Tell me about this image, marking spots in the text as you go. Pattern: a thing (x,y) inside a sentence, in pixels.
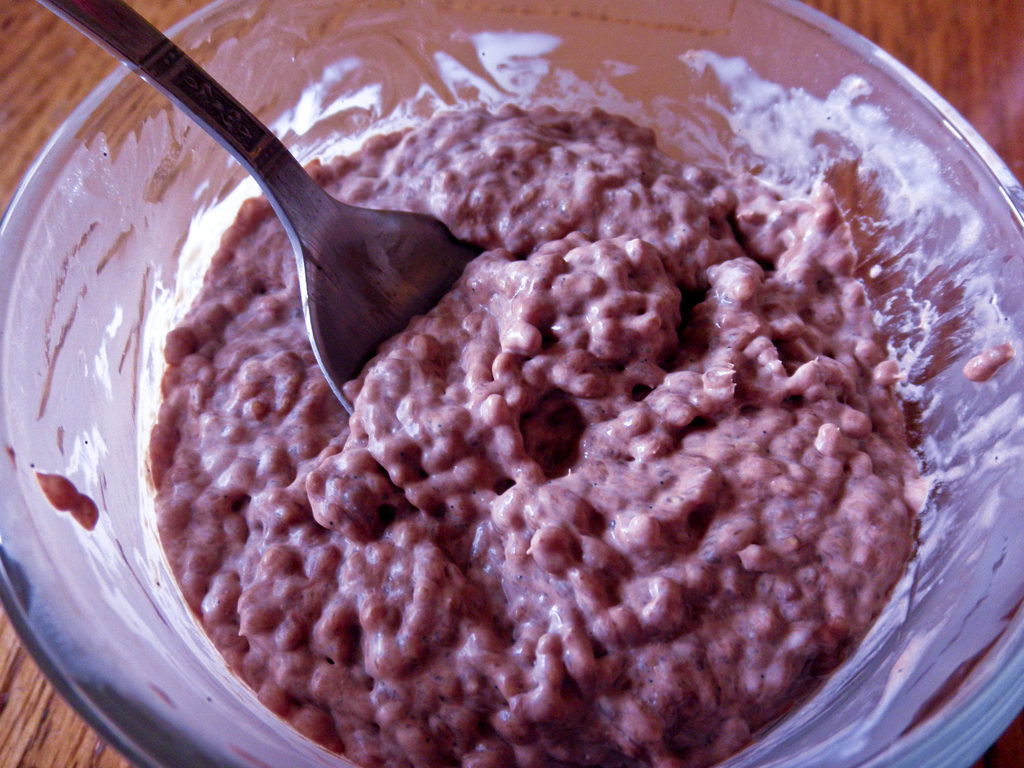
On a wooden table (78,720) we can see the food (188,542) in a glass bowl (96,417). We can see the spoon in a bowl (135,221).
